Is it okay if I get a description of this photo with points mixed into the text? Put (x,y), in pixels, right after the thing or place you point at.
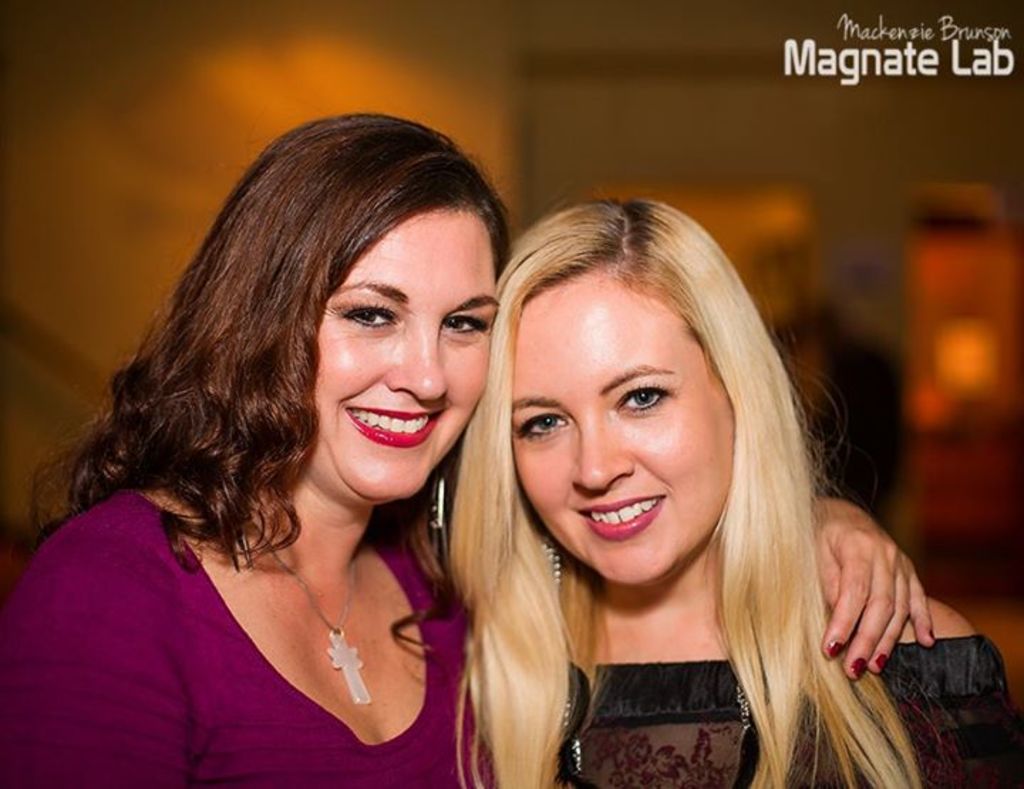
In this picture we can see two women (561,677) and in the background (807,296) we can see it is blurry, in the top right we can see some text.
